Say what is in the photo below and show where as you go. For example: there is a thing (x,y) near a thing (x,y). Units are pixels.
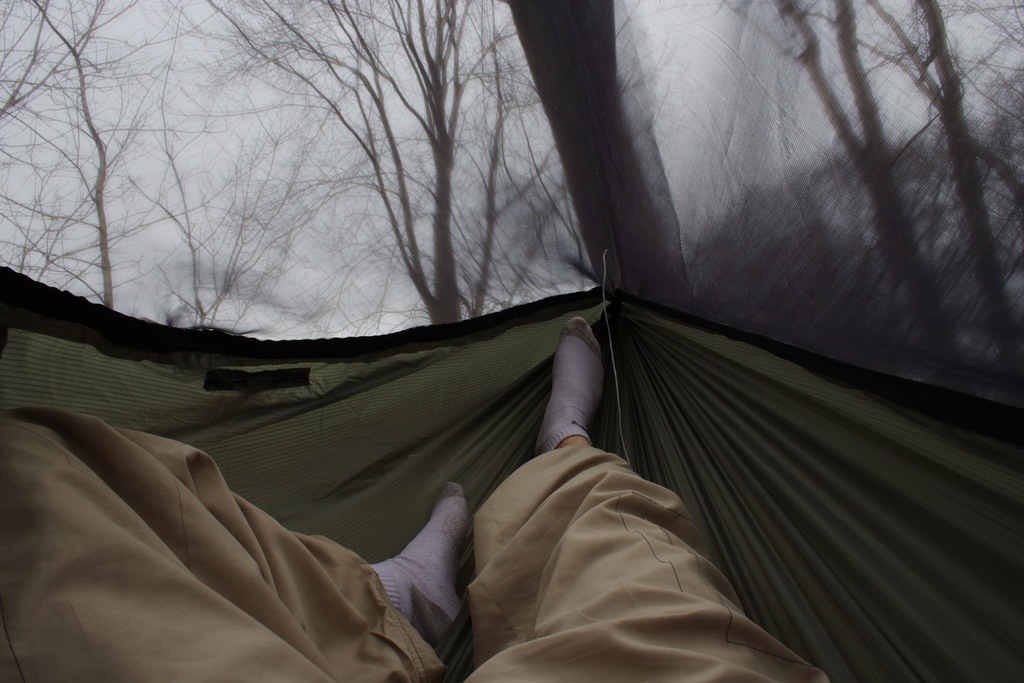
We can see a person legs (148,489) on a cloth (617,429). In the background (470,146) there are trees (572,111) and it is blurred.
